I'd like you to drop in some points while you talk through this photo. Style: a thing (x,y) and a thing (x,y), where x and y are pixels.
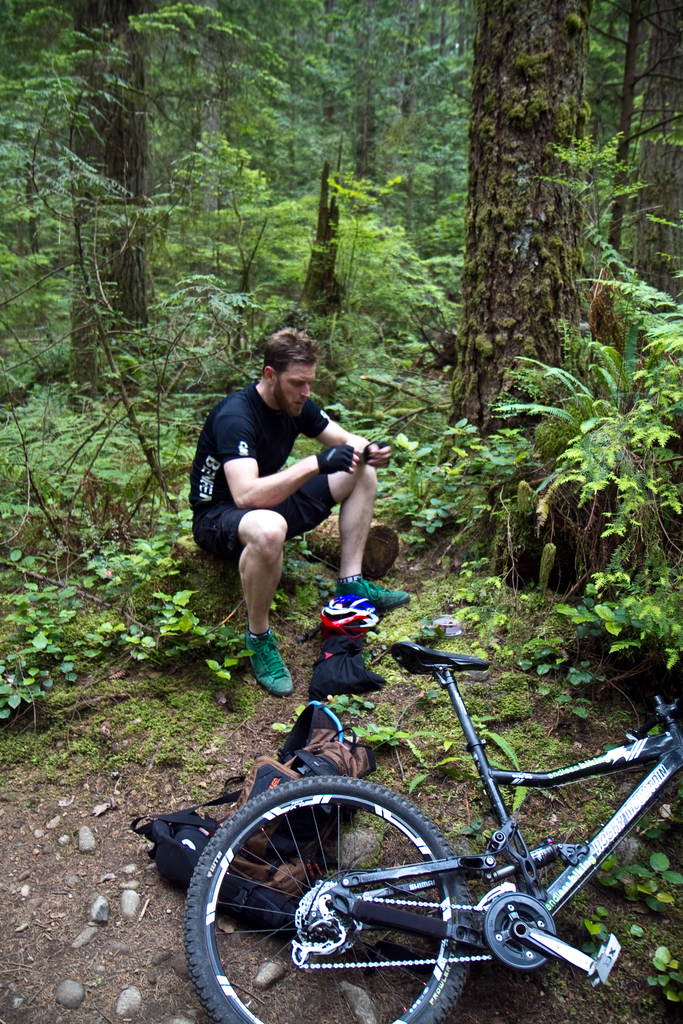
In the image on the ground (491,688) there is a bicycle (357,803) and a bag (249,776). There is a person (267,533) sitting on the wooden log (318,539). Behind him there are many trees (224,305) and plants (2,375).
